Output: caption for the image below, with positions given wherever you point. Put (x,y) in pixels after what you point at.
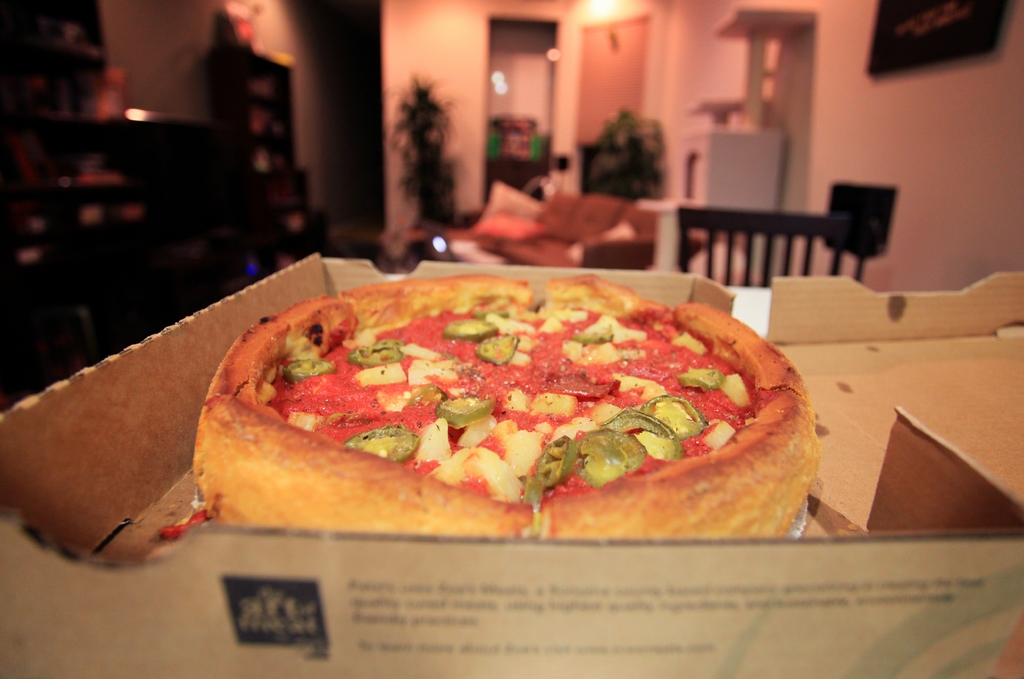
In this picture I can see a pizza (466,388) in the box (177,443), background (582,173) there is a blur image.
